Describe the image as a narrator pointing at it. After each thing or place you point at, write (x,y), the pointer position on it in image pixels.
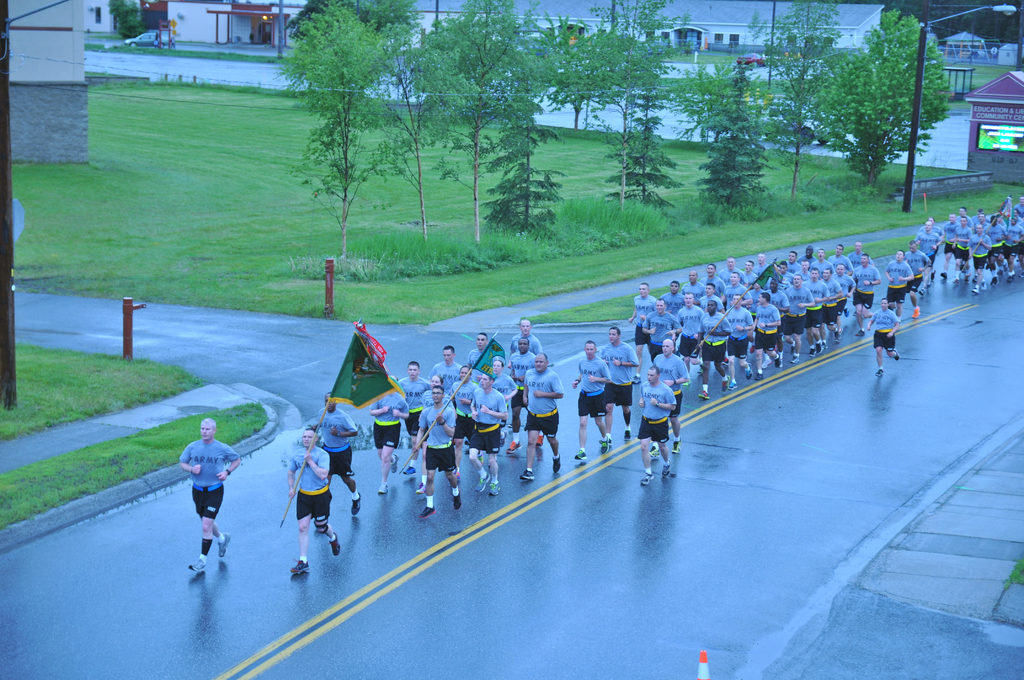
To the bottom of the image (343,557) there is a road (282,442). On the road (316,585) there are many people (743,314) with blue t-shirt (391,415) and black short (438,454) is running on the roads (694,406) with holding the flags (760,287) in their hands (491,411). And behind them in the background (262,234). on the ground (270,167) there is a grass (557,221), plants (582,245) and trees (884,77). And also there are buildings (49,62) with roofs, windows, walls (84,36) and pillars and also there are few cars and poles (921,40) with street lights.
